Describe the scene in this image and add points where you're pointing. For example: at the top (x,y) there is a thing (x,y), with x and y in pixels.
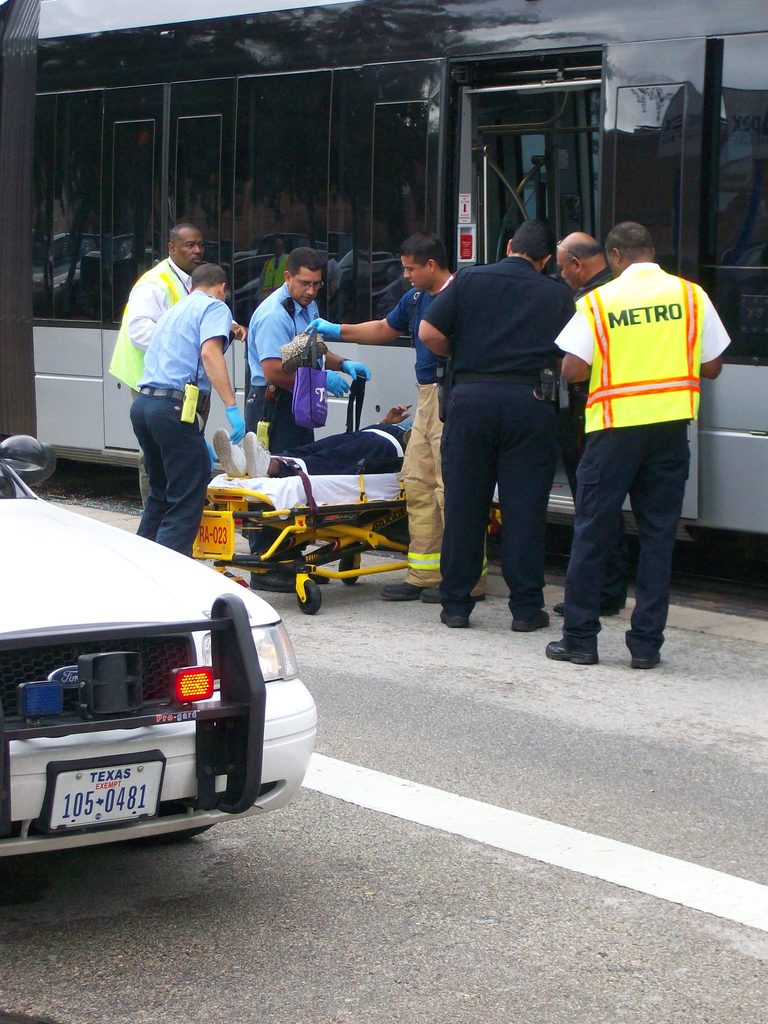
There are group of people (510,473) standing. I can see a person (318,448) laying on a stretcher (336,510). This looks like a vehicle (317,181) with the doors (152,208). On the left side of the image (186,761), I can see a car (152,777) on the road (186,899). This looks like a pole (36,396). I can see a person (355,375) holding a bag (297,402).
